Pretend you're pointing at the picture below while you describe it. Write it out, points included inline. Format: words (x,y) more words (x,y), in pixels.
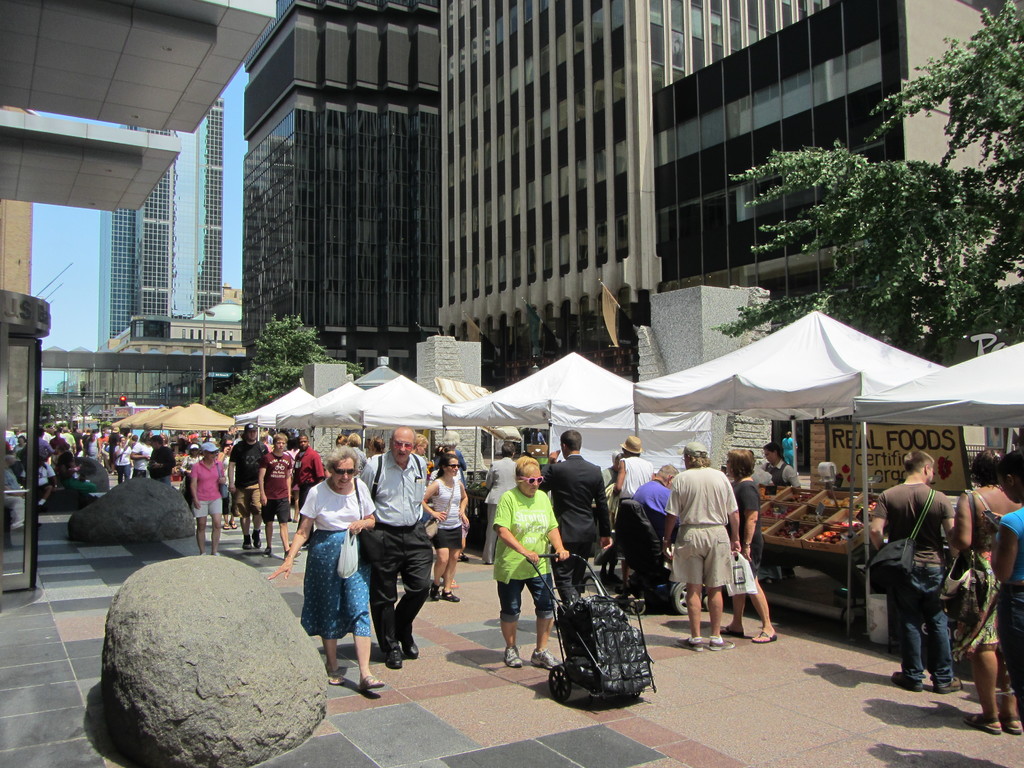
In this image, we can see persons (325,552) and tents (884,385). There are buildings (522,120) in the middle of the image (612,276). There are rocks (158,576) in the bottom left of the image (189,621). There is a tree (884,169) in the top right (823,202) and in the middle of the image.
